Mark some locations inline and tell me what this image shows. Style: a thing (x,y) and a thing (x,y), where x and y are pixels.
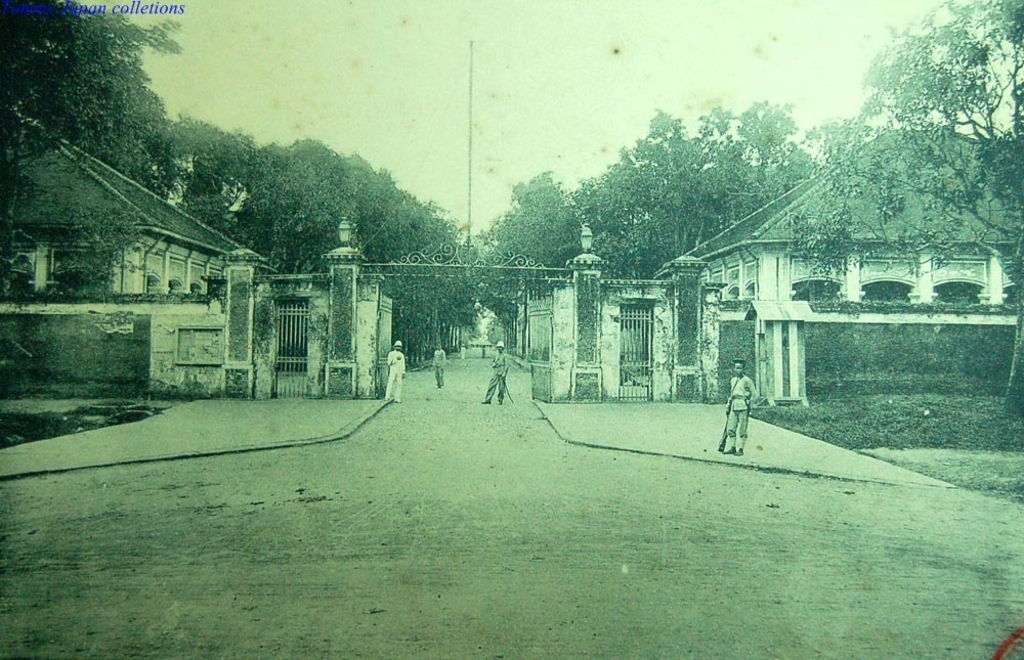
This is a black and white picture. In this image we can see a group of people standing on the ground (571,480). We can also see an arch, some buildings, grass (855,444), a pole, a group of trees (440,314), the street lamps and the sky (554,169).
